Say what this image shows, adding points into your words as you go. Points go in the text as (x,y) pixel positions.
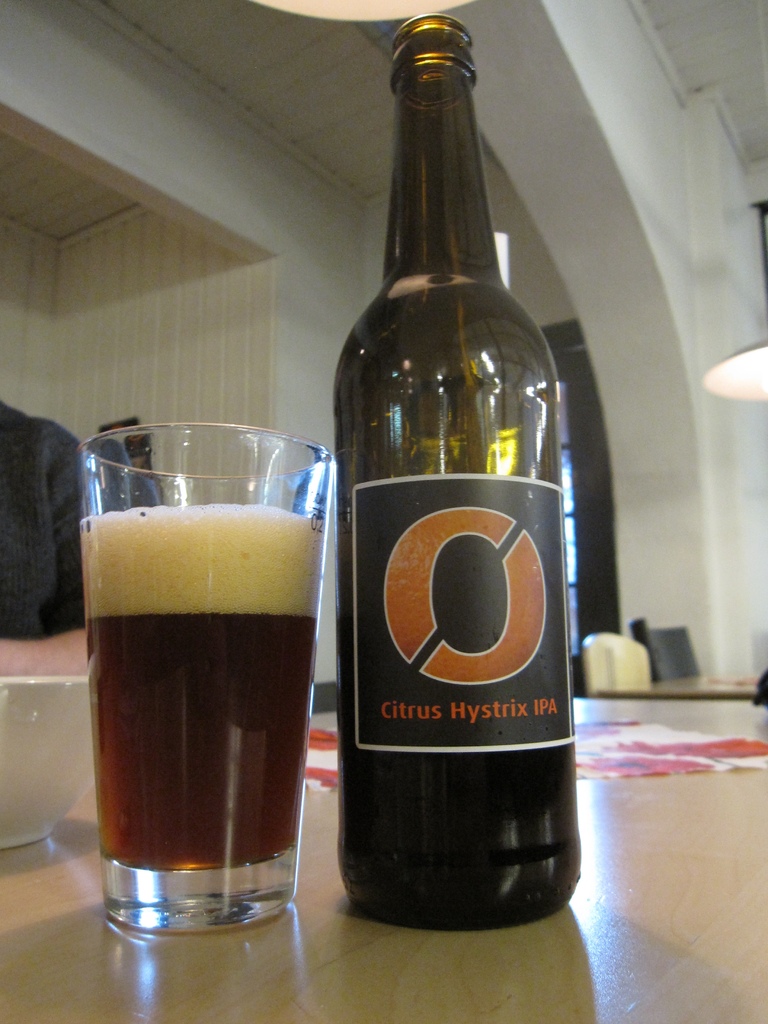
On this table (365,999) there is a glass (234,591) with beer (205,687) and foam (183,532) and a bottle (473,523) with sticker (444,651). Beside this glass (193,711) there is a bowl (37,742).
